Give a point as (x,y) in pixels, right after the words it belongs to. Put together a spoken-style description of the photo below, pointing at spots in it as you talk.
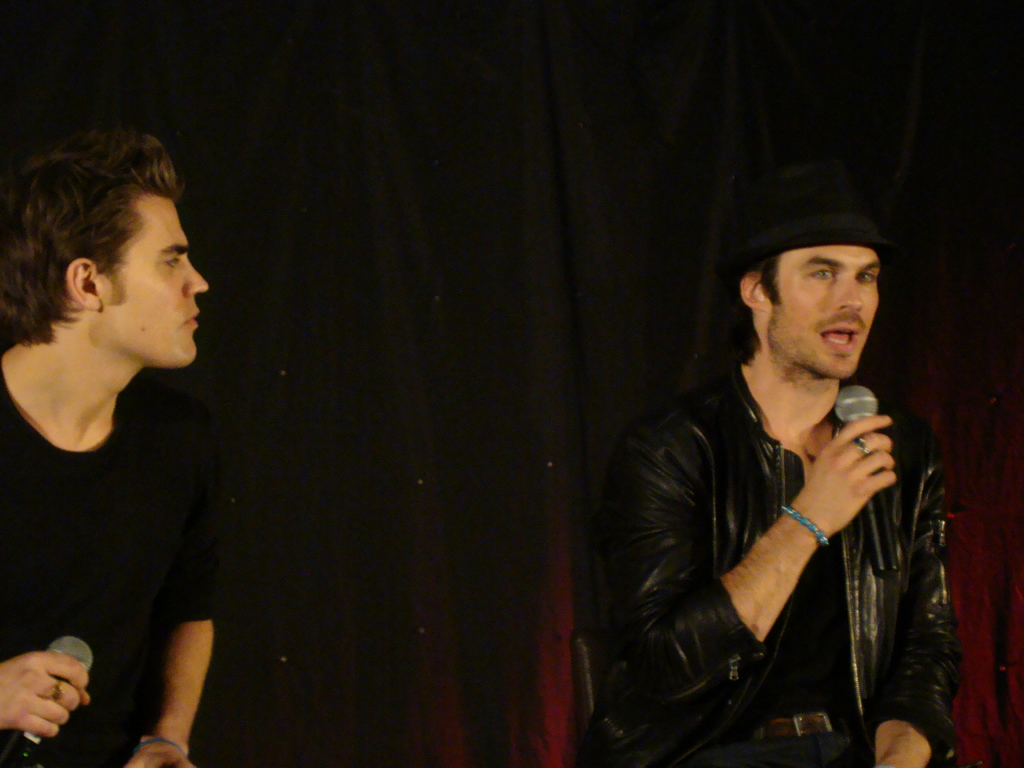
There are two men (922,563) holding a microphone (887,502).
